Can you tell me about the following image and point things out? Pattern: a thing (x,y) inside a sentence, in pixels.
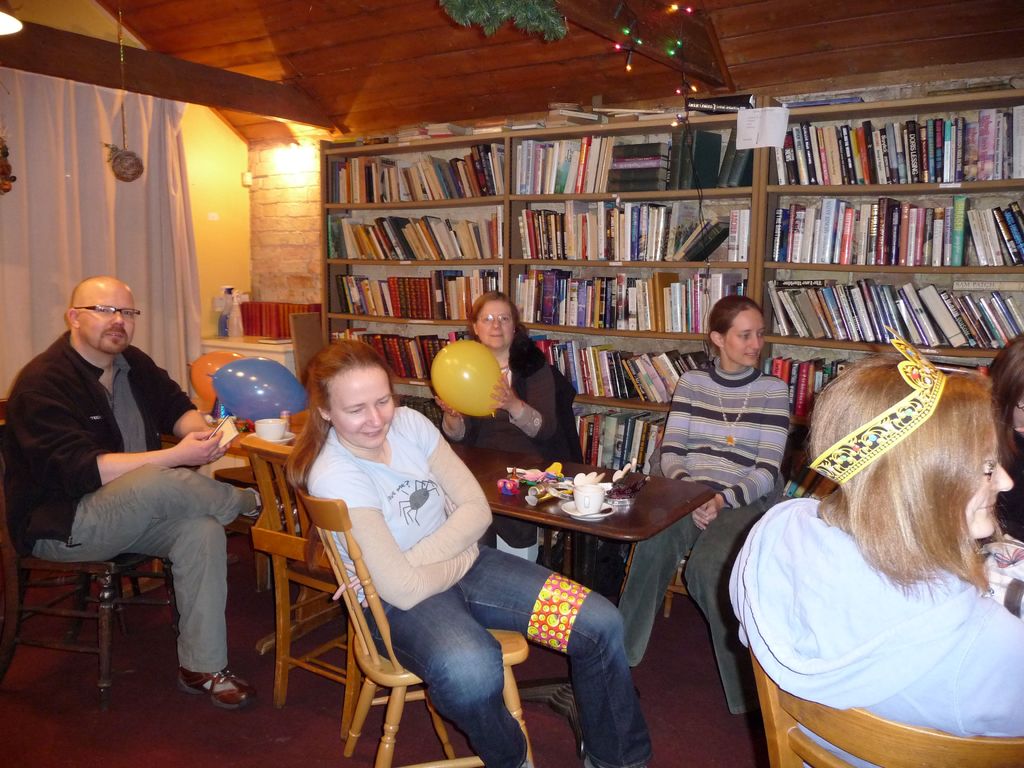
here we can see a group of people (39,531) sitting on the chair (93,572), and in front (678,507) there is the table (664,497) and some objects (555,497) on it, and at back (492,264) there are bookshelves (502,251), and here is the light (284,150), and here is the curtain (167,195).
